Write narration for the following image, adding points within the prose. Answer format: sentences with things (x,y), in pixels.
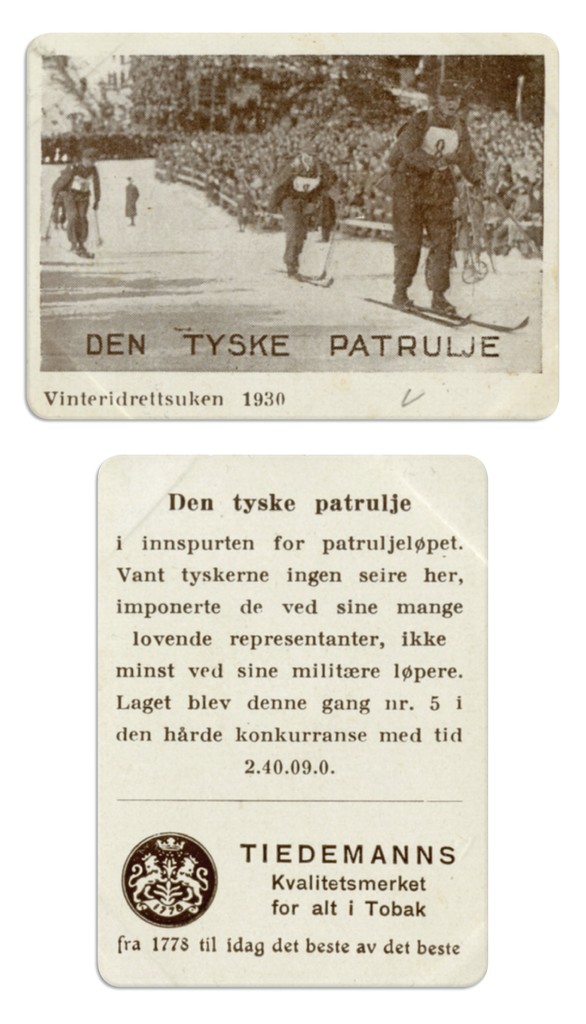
In this image there is some text (319,654) written at the bottom of the image (330,699) and at the top (289,227) there are persons (317,196) skiing on snow (213,291) and there are trees (143,130).
